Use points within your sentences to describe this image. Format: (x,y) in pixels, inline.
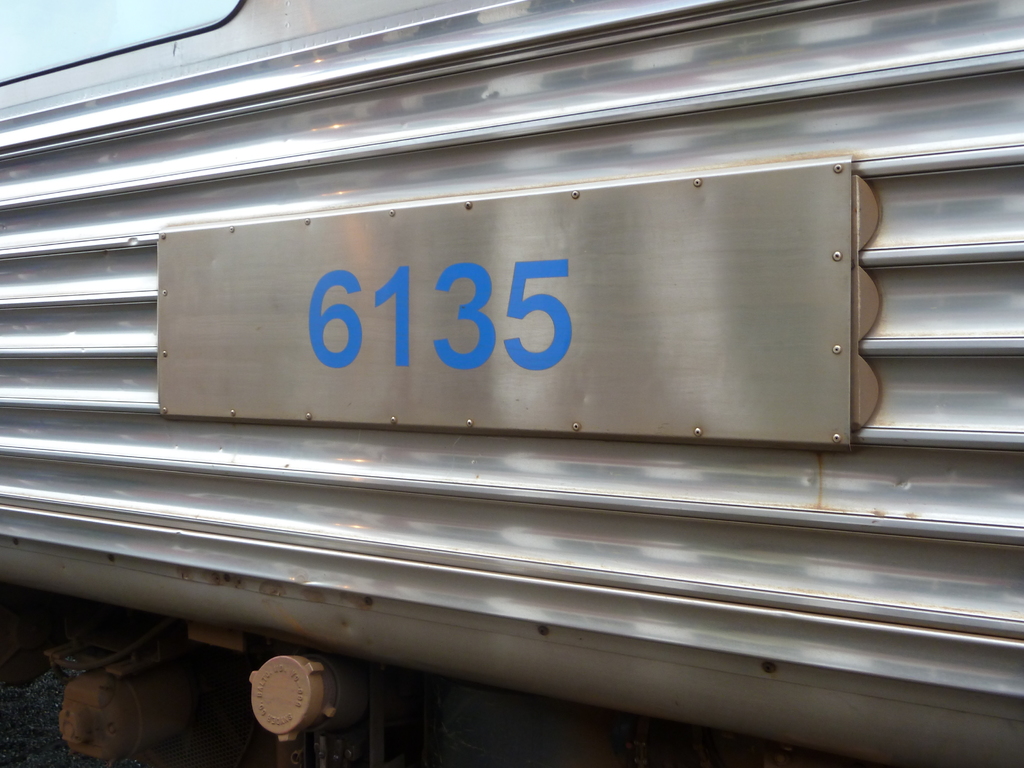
In this image we can see there is a number plate (524,292) on the vehicle (755,241).
